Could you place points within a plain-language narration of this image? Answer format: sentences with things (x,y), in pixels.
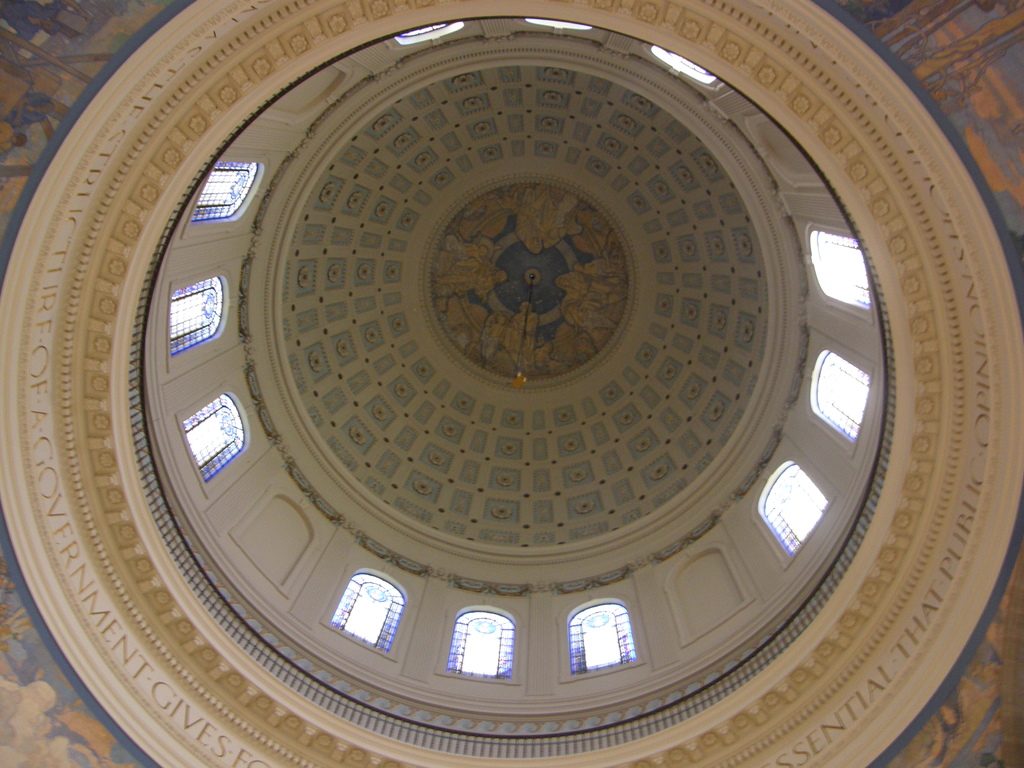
In this picture we can see an inside view of a building (307,317), there is some text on the left side (103,169) and right side (982,407), we can see windows (484,643) and ceiling (302,162) of this building (467,308).
